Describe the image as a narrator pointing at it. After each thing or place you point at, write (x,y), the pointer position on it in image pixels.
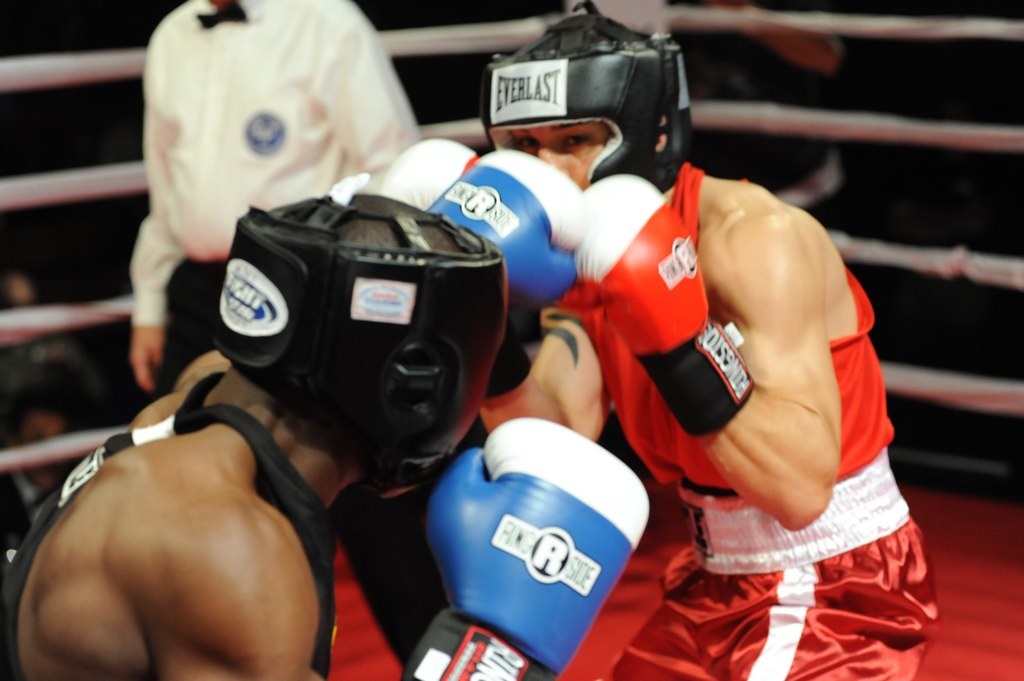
In this image in the center (625,301) there are two persons (551,494) who are wearing gloves (652,302) and fighting, and in the background (213,189) there is another person (210,136) and also there are some objects (710,124).
